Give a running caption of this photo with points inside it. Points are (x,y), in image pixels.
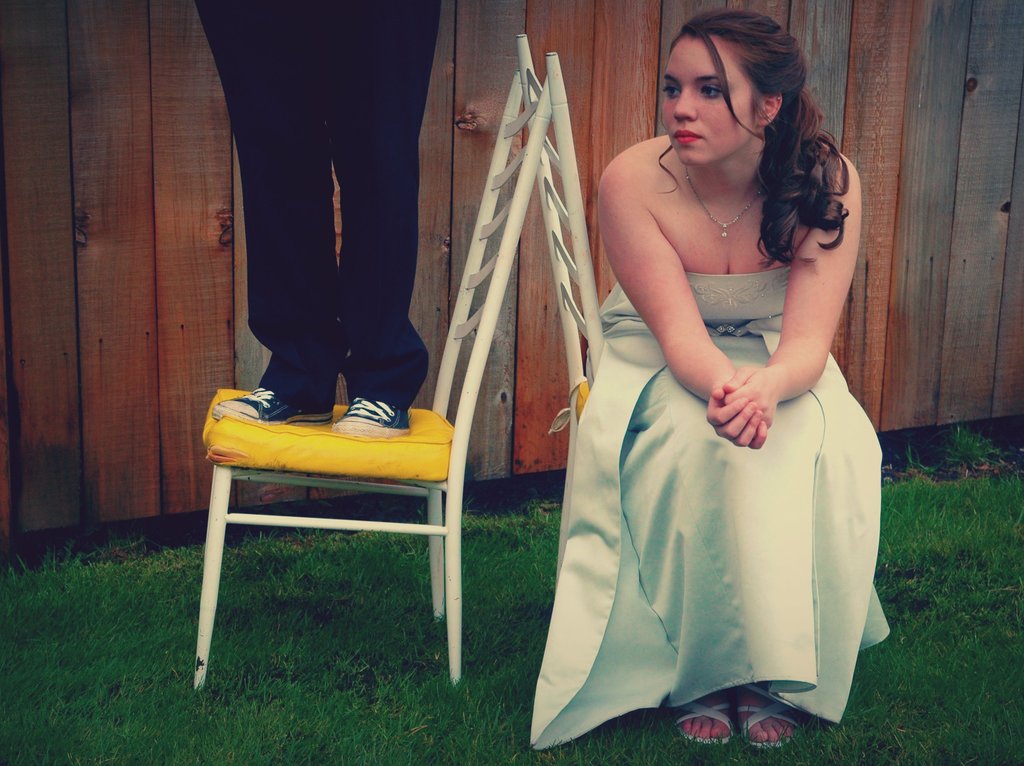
The women (710,426) is sitting in a chair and there is other person (332,267) standing on a chair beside her and the ground (298,675) is greenery (298,675).
